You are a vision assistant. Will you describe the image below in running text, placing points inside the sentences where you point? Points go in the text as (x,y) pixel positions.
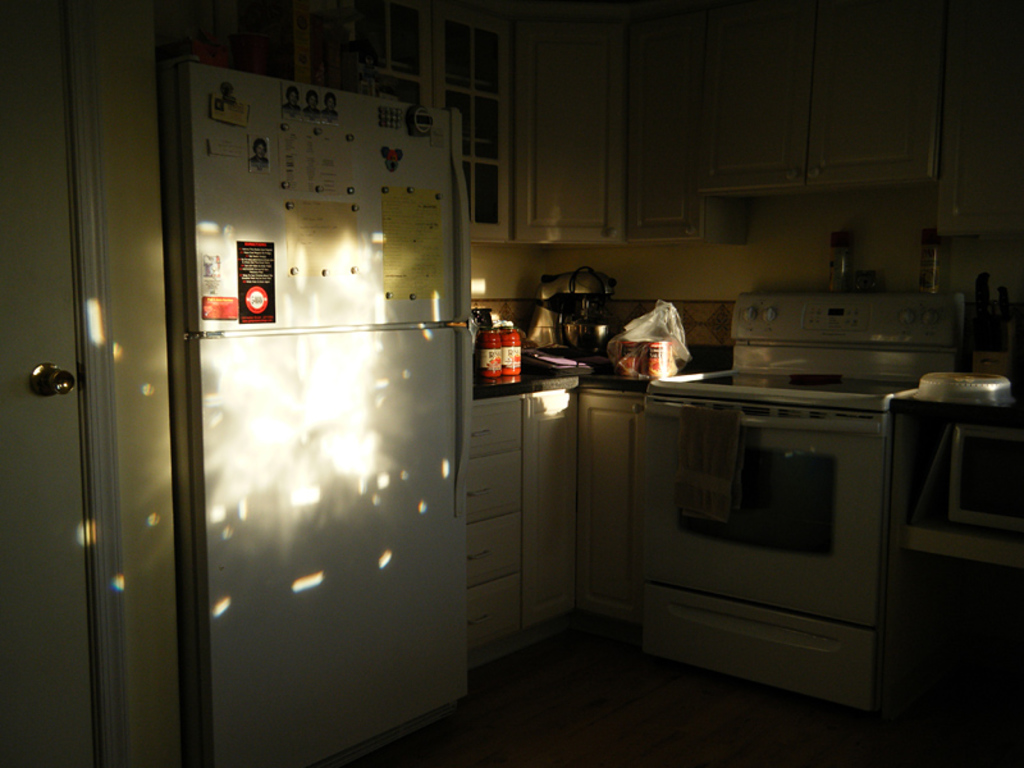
In this image we can see there is a refrigerator (338,447). There are cupboards (702,137). There is a stove (786,479). There are objects (548,348) on the platform (553,388). There is a door (34,321).
